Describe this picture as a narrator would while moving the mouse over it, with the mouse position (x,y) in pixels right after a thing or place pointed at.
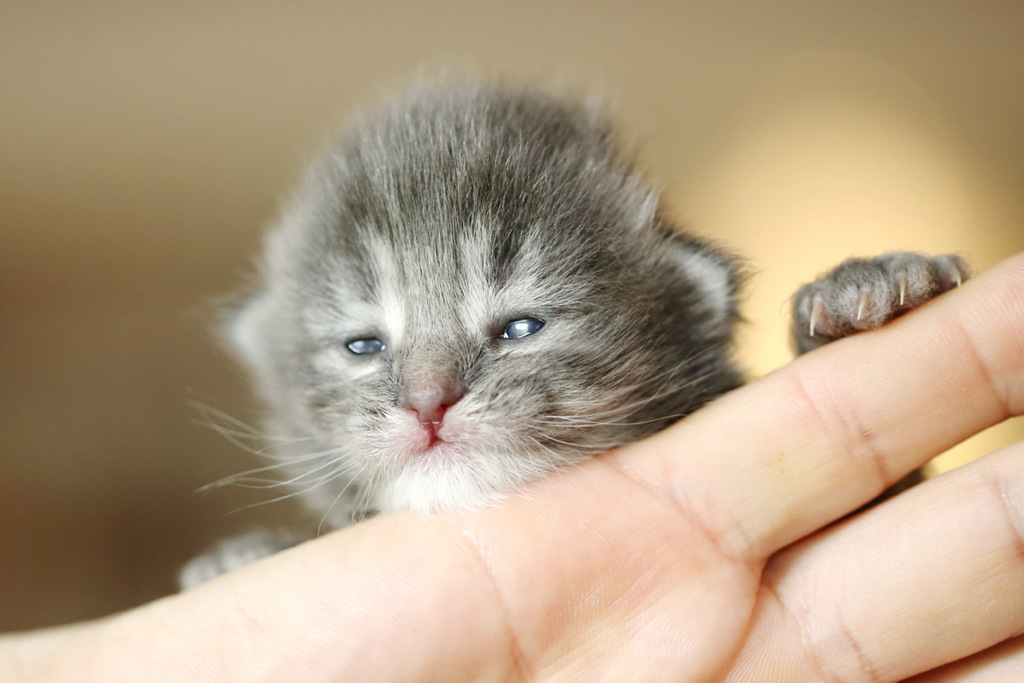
In this image, I can see a person's hand (590,611) and a cat (496,445). There is a blurred background (139,482).
